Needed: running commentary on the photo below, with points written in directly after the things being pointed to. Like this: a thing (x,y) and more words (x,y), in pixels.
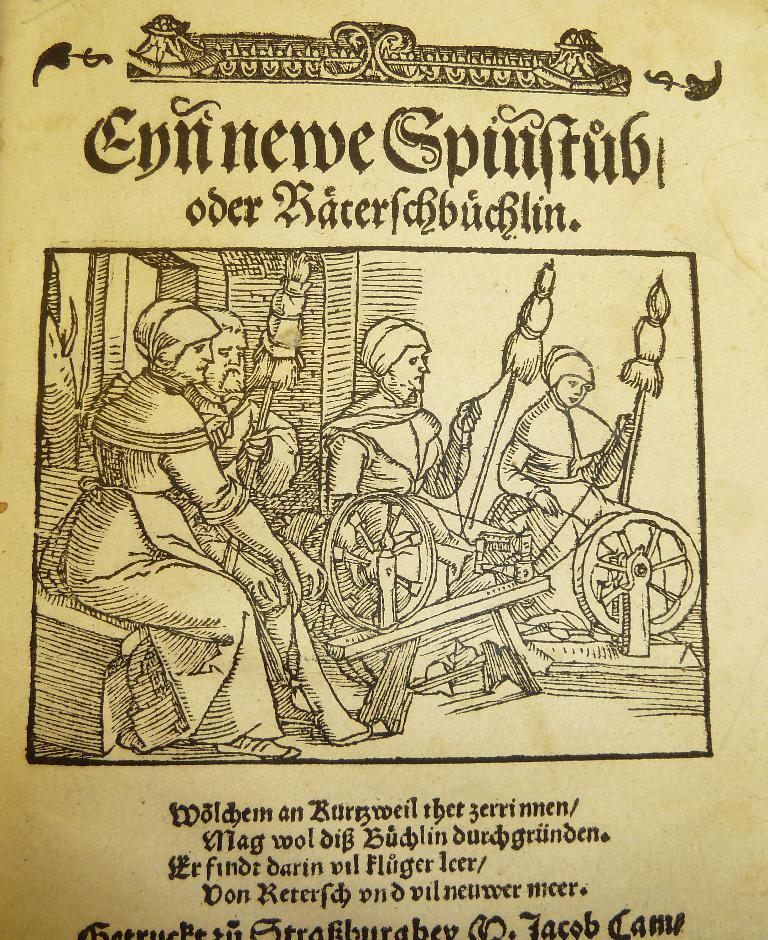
This image consists of a poster (389,431). In the middle (402,458) there are people (317,571), wheels (690,575), sticks (476,602). At the top (251,128) there is text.
